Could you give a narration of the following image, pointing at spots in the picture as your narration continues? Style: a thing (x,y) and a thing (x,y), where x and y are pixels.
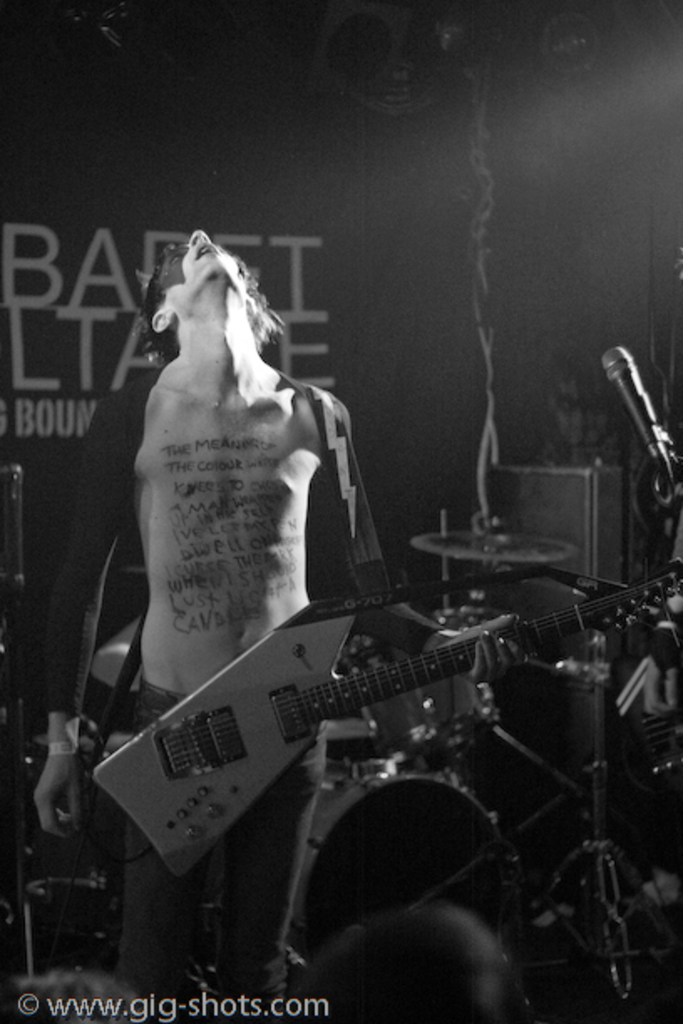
A man (167,655) is holding guitar (278,722) in his hand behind him there are musical instruments (673,746) and a banner (90,405).
